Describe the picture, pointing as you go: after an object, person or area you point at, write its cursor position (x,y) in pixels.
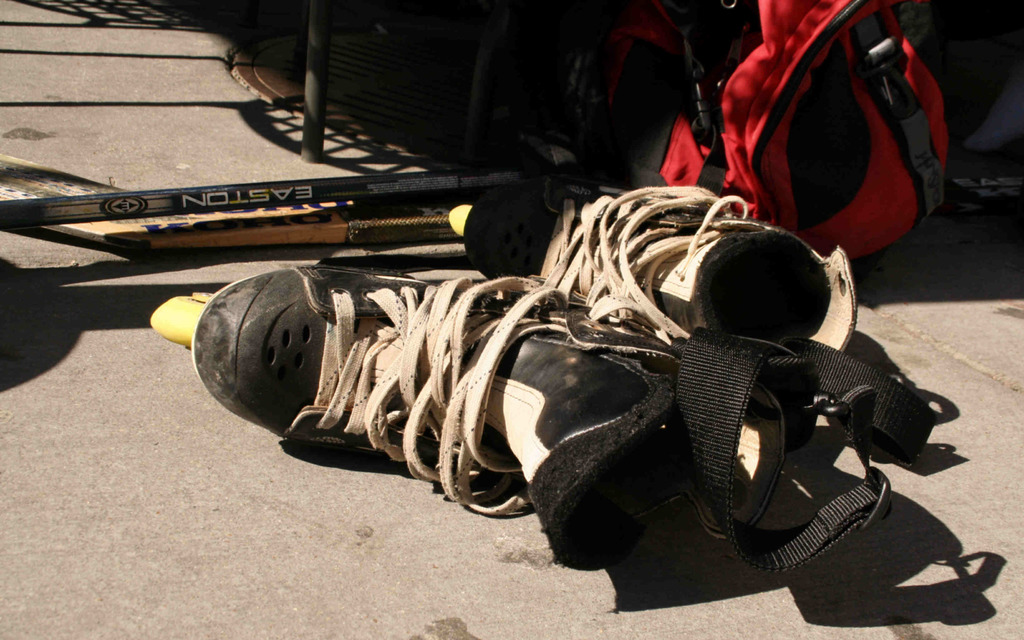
In this image we can see there is a pair of shoes (605,322), bag (658,116) and some other objects (257,196) on the road (112,376).
